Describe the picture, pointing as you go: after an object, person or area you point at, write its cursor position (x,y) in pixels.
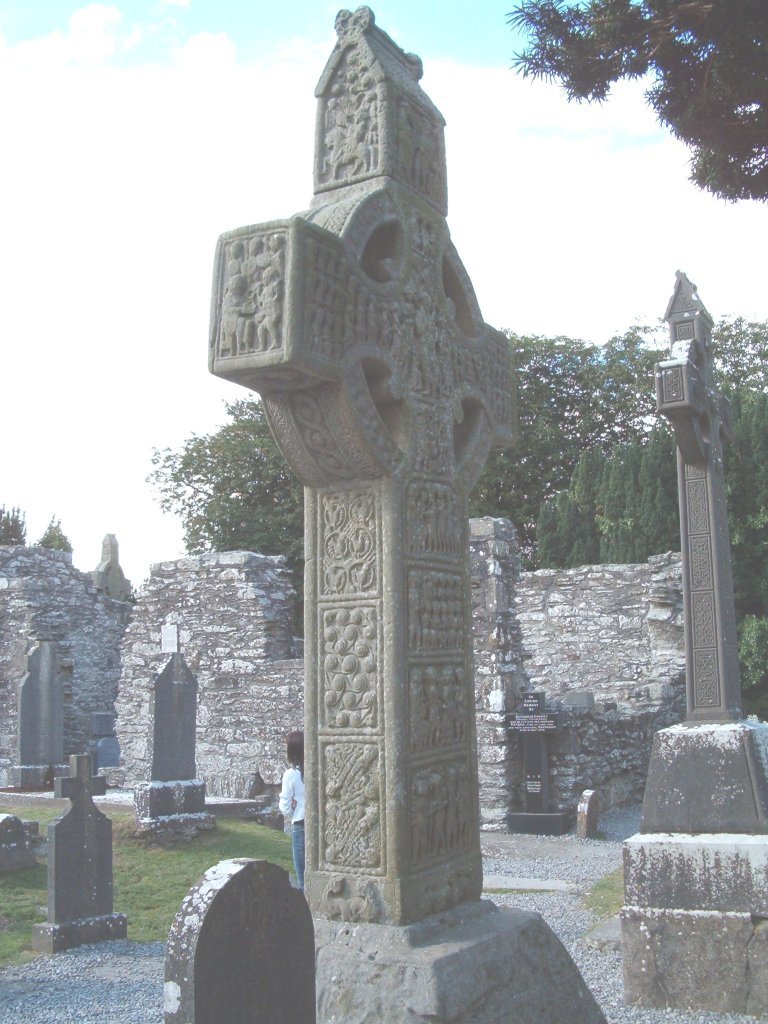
In this image there are memorial stones (426,806), grass (176,889), person (294,771), walls (480,635), trees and sky (230,130).
